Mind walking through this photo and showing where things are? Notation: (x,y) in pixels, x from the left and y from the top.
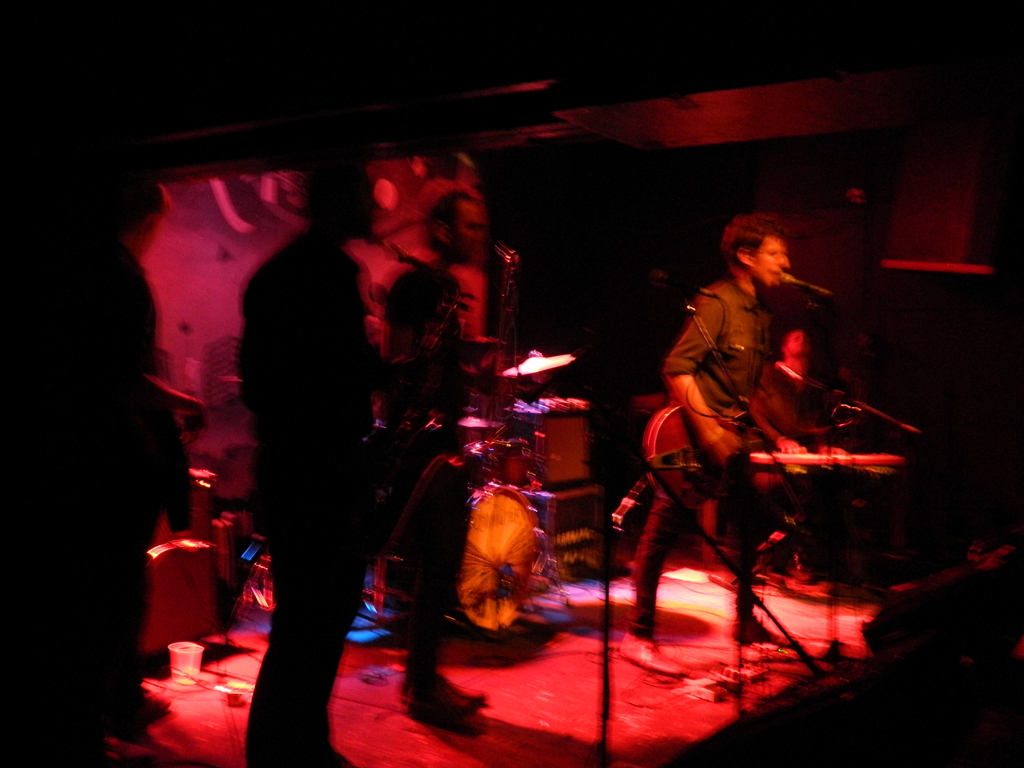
These 2 persons (712,439) are playing guitar (701,451) and singing in-front of mic (822,294). This man (337,438) is standing. These are musical instruments (531,539).
